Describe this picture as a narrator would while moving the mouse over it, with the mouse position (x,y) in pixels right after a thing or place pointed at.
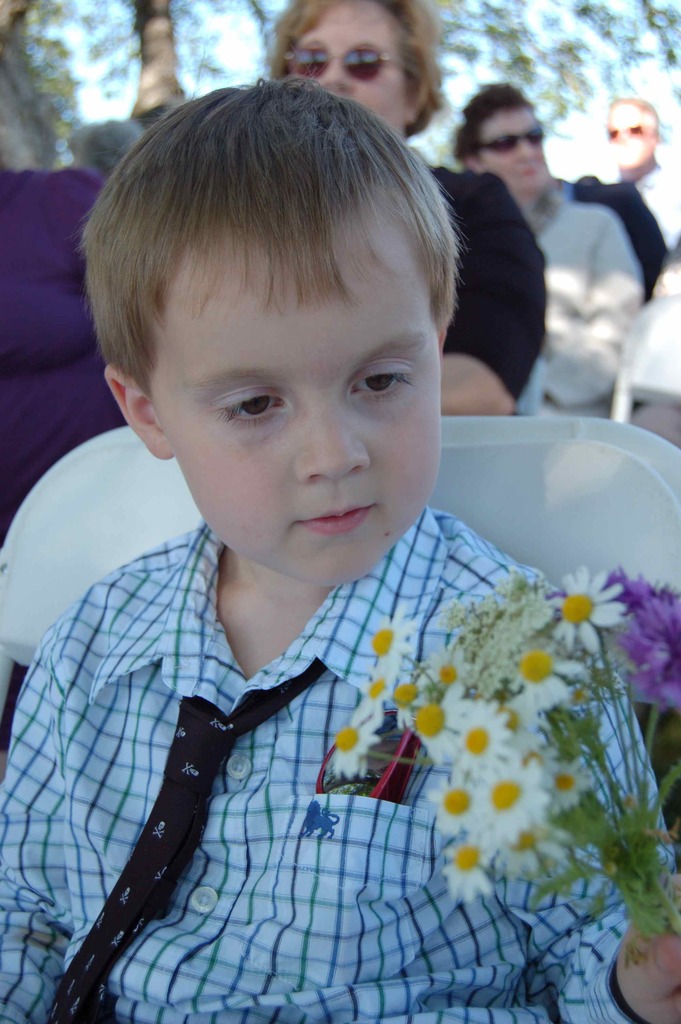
In this image there is a boy (286,772) wearing shirt (254,791) and tie (324,669) is sitting on the chair (629,493). He is holding few flowers (530,776) in his hand (621,951). Behind few persons (570,380) are sitting on the chairs (622,397). Top of image (20,120) there are few trees (14,43).
